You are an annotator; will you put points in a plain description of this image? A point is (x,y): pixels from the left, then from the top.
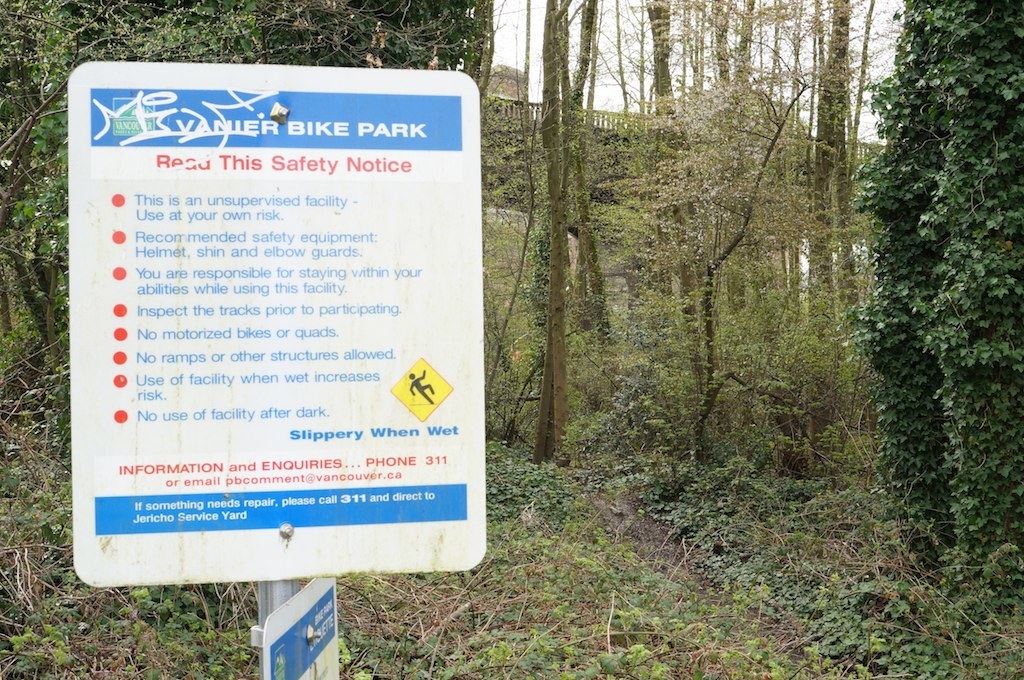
In this image we can see boards (275,630) on a pole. On the boards (250,381) there is text (195,216) and sign (441,400). In the back (677,321) there are trees (677,321), plants (672,340) and creepers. Also there is railing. In the background (629,46) there is sky (770,46).
